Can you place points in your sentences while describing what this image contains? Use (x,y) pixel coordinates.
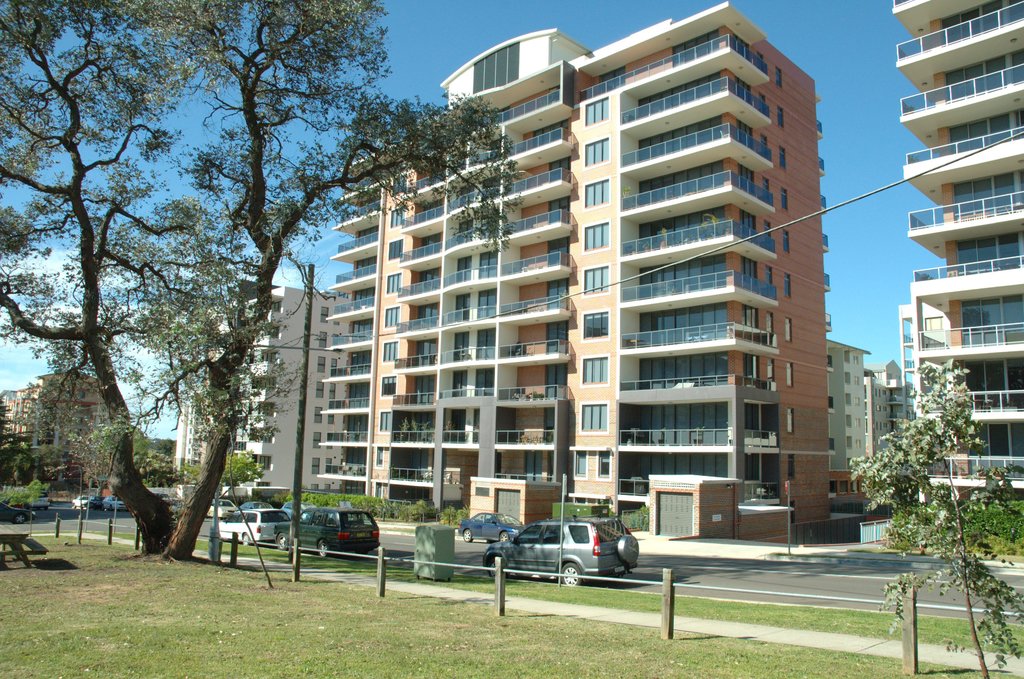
In a community there are many buildings (619,353) and some vehicles (608,536) are parked on the road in front of those buildings (647,470). In the front (589,675) there is a garden (134,603) and a big tree (155,514) in the garden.
